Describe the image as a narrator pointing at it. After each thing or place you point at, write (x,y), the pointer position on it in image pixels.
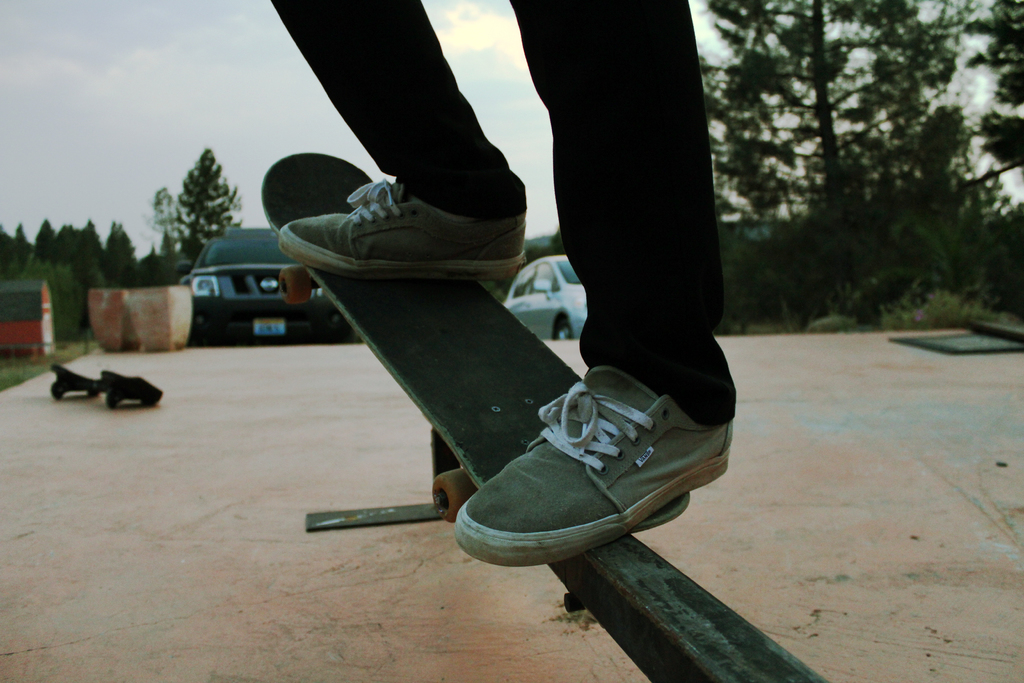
In this image we can see a person (546,428) standing on a skateboard (461,348) which is on a metal object (656,592). There are trees (760,238) and cars (275,262) in the background (839,272) and the sky (314,88) is at the top of this image (174,93).
